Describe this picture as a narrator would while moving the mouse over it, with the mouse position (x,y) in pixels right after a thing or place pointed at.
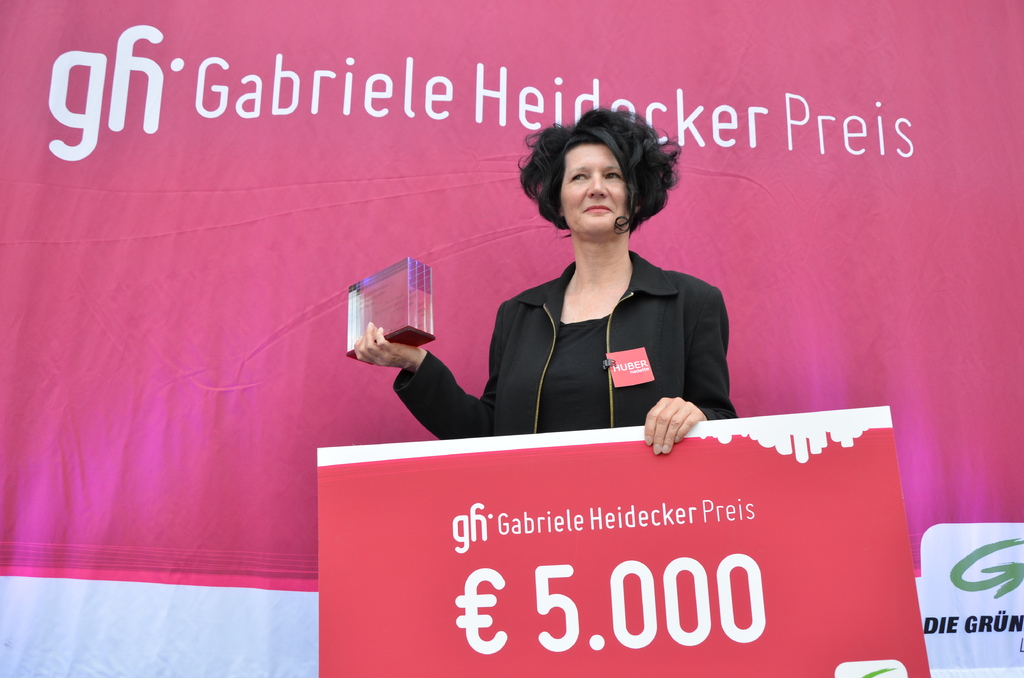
This image is taken outdoors. In the background (184,491) there is a banner (841,156) with a text (975,630) on it. In the middle of the image (586,337) a woman (555,338) is standing and she is holding an object (413,296) and a board (534,550) with a text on it in her hands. She is with a smiling face (597,234).
